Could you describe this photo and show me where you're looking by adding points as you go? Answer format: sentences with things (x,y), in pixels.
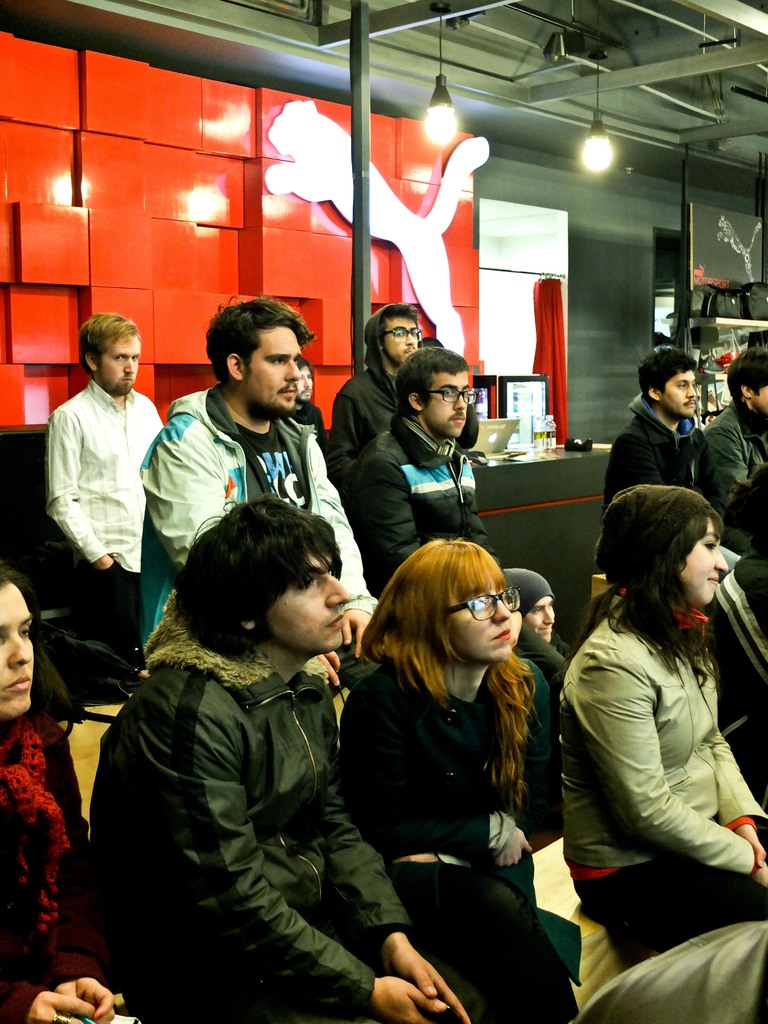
At the bottom (495,1016) there is a woman (488,714) who is wearing black dress (480,725) and spectacle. She is sitting near to the man (283,715) who is wearing black jacket (206,770). In the bottom left corner (38,687) there is a woman (44,712) who is wearing red scarf (40,794). On the bottom right corner (662,875) there is another woman (627,577) who is sitting on the bench (589,931). Behind her we can see group of men (390,355) who are standing near to the table (505,506). On the table (513,479) we can see laptop (481,442), papers (529,455) and other objects (574,445). On the right (614,494) there are two men (673,430) who are wearing hoodie (689,452). At the top (505,7) we can see lights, speakers (554,44) and poles (558,18). In the top right (717,242) we can see sign board (724,218) near to the wall (648,257). In the background (100,281) we can see designed wall (402,294).
